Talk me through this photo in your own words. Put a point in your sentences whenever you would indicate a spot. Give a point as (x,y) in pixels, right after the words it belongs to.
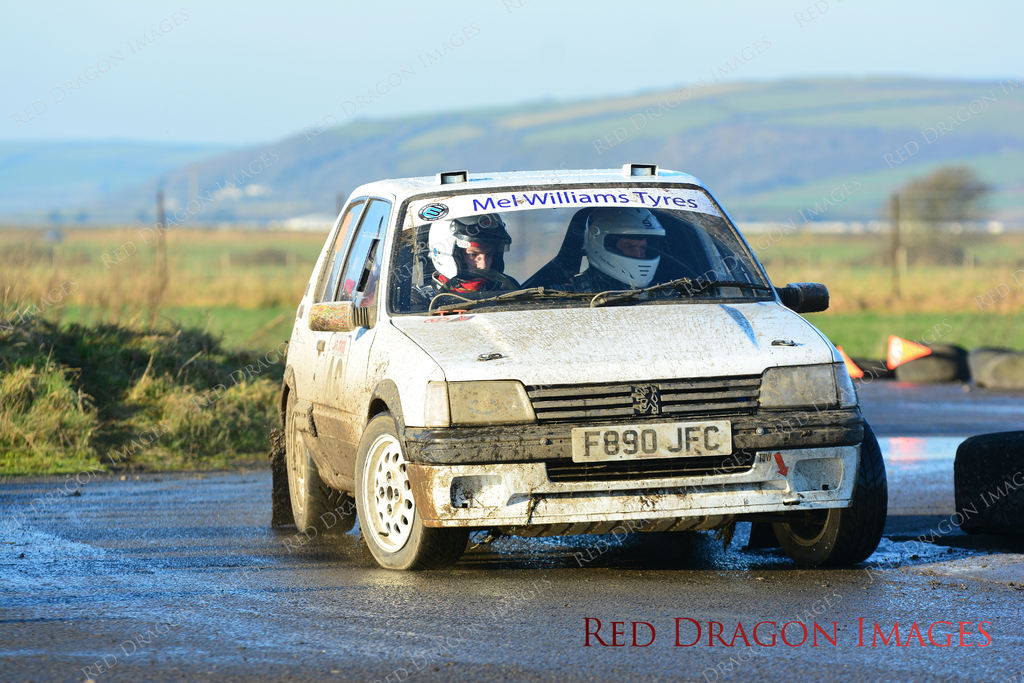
In this image we can see a car (540,238) on the road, two men (630,231) in the car (523,271), grass (800,268), sky (279,92) and tires (946,349) in the background (554,48).
